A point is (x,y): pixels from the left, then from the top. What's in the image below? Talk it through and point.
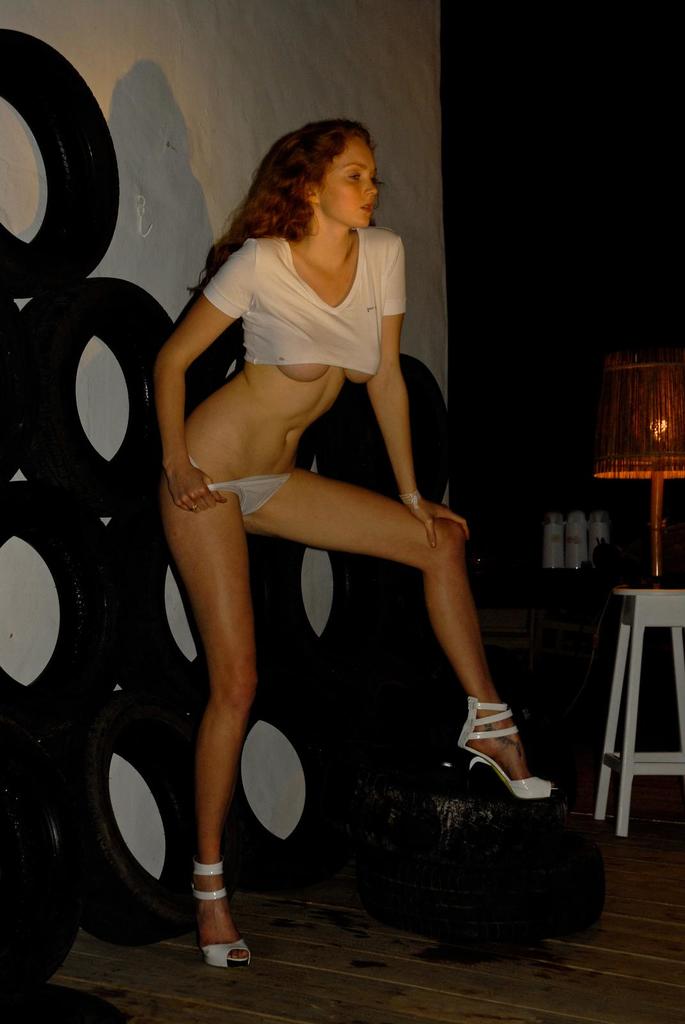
In this image there is a woman (212,743), she is standing and there are few tires (149,348) behind the woman (424,524) and there is a lamp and a stool (636,711) on the right side (660,761).
